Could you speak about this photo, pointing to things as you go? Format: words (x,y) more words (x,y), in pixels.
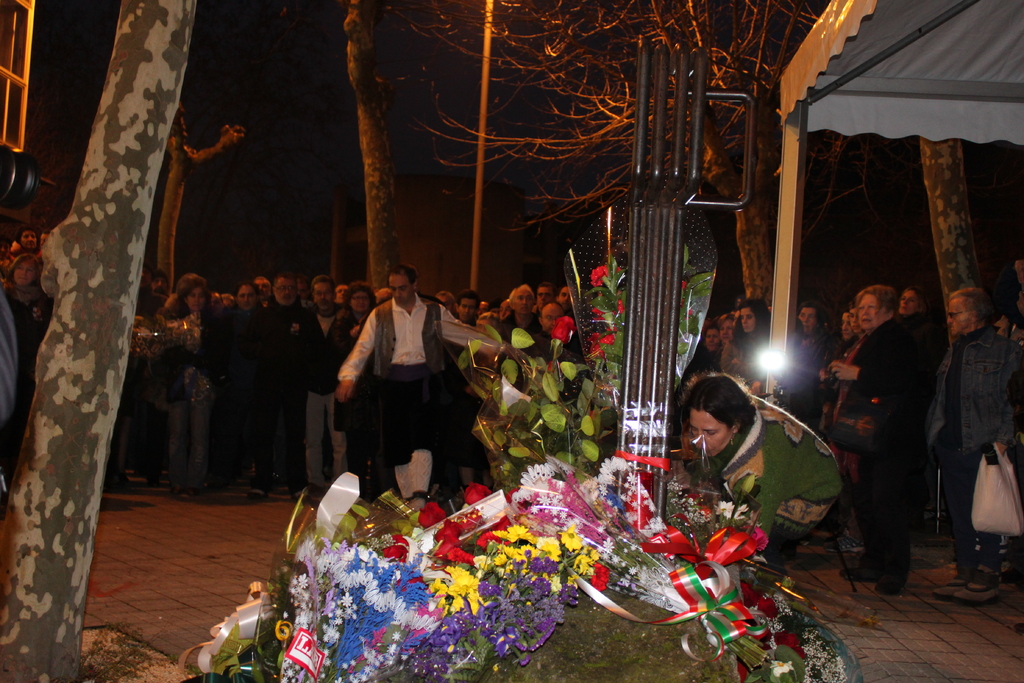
In the image we can see there are lot of people (214,376) standing and there are flower bouquets (389,532) kept on the ground (595,614). There is grass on the ground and there are iron poles (486,44). There is a tent (912,85).
